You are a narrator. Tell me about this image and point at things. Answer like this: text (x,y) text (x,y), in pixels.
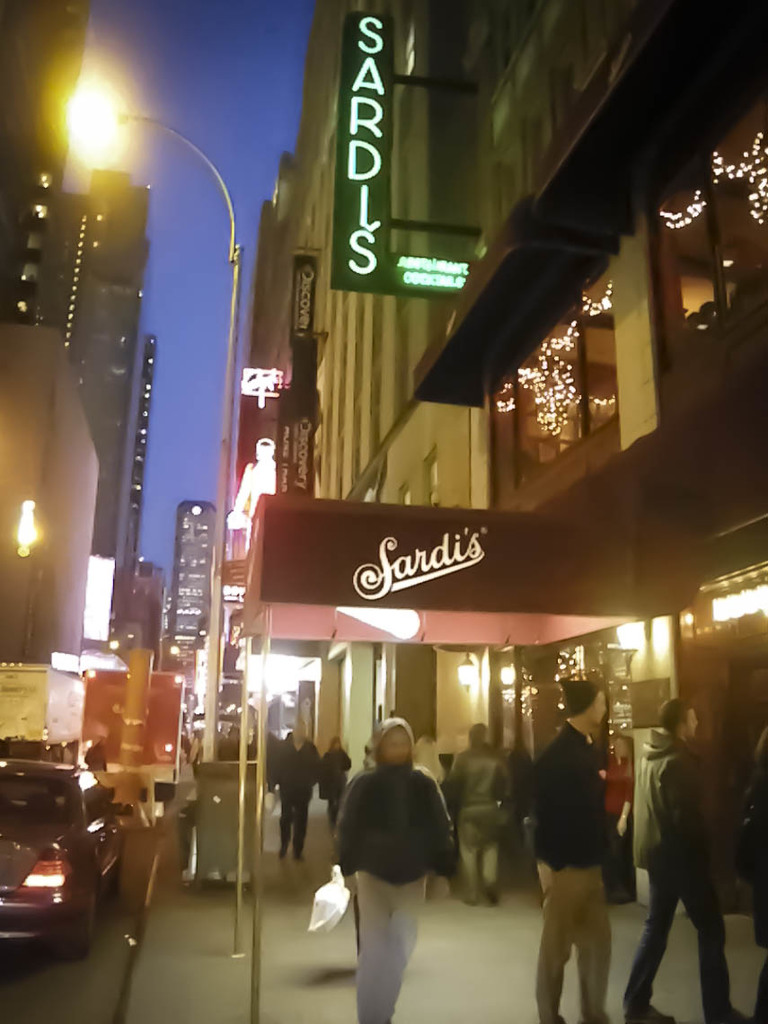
This image is clicked outside. There are buildings (38,310) in the middle (347,485). There is light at the top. There are some persons (381,972) at the bottom (291,792). There is a car (47,767) in the bottom left corner (93,910). There is sky (175,121) at the top (204,77).
